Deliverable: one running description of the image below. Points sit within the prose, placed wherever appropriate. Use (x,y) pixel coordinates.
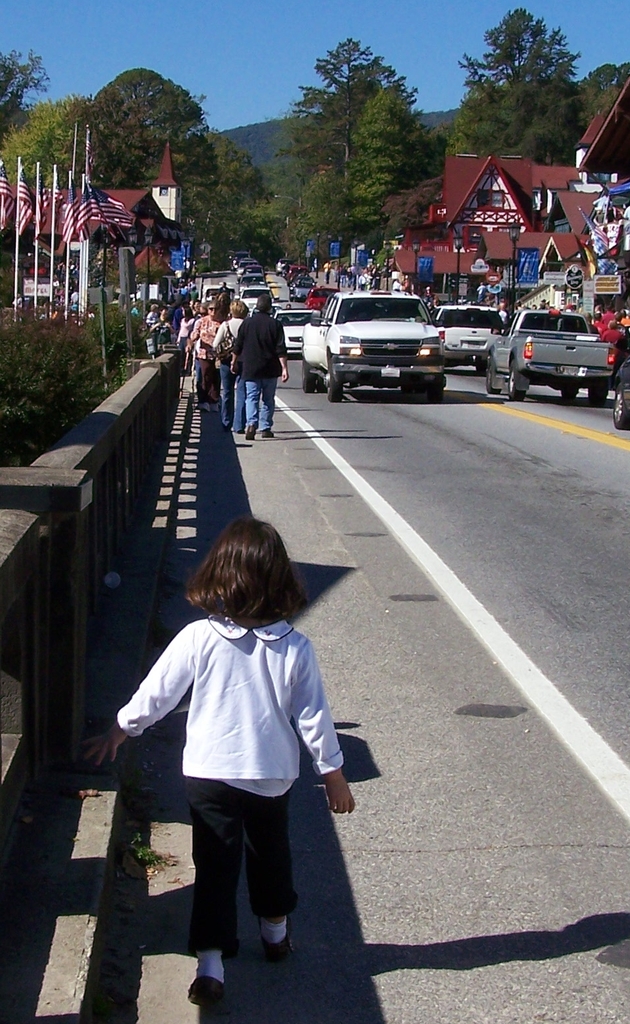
In this image I can see a crowd (280,676) and fleets of cars (296,313) on the road (524,496). In the background (94,353) I can see plants (94,353), fence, flagpoles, houses (478,238), shops (490,240), trees (223,215) and mountains (257,142). On the top (242,125) I can see the blue sky (305,75). This image is taken during a sunny day.
